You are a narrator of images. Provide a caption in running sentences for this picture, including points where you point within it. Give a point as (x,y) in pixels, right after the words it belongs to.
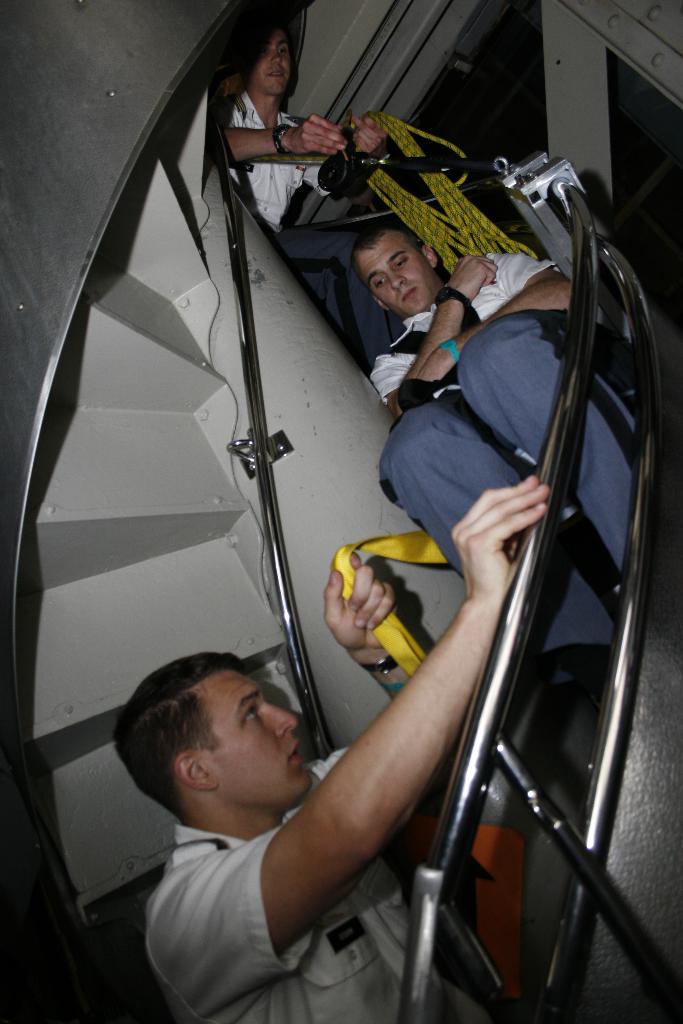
These are the three men (516,322) who are riding on the stairs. The top man (250,111) is holding a rope (416,208) in his hand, the second man (448,333) who is wearing white shirt (490,312) and blue pant (512,361).
